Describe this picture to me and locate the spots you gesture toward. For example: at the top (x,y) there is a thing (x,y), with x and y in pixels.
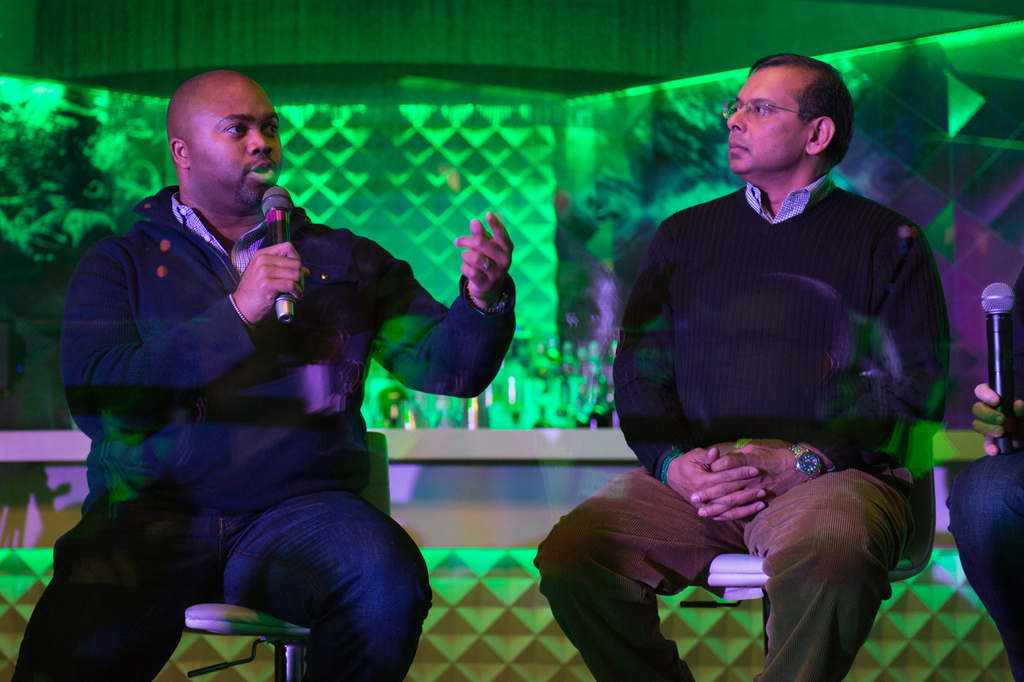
In this image I can see two persons (366,359) sitting on the chair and one person (270,261) is holding the mic (277,218).
